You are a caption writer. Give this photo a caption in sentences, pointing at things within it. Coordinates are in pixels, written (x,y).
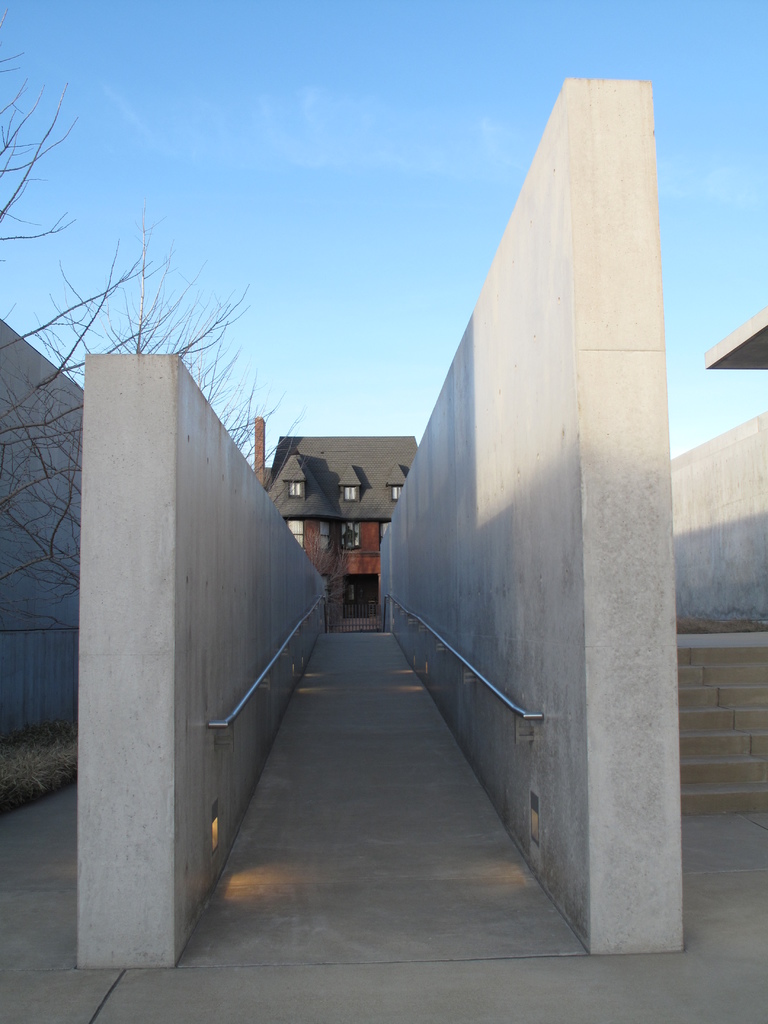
In this picture I can see the walls (592,810) in the middle (423,656), on the left side (14,356) it looks like a tree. In the background (367,509) there is a building (376,504), at the top (353,172) I can see the sky (371,196).
